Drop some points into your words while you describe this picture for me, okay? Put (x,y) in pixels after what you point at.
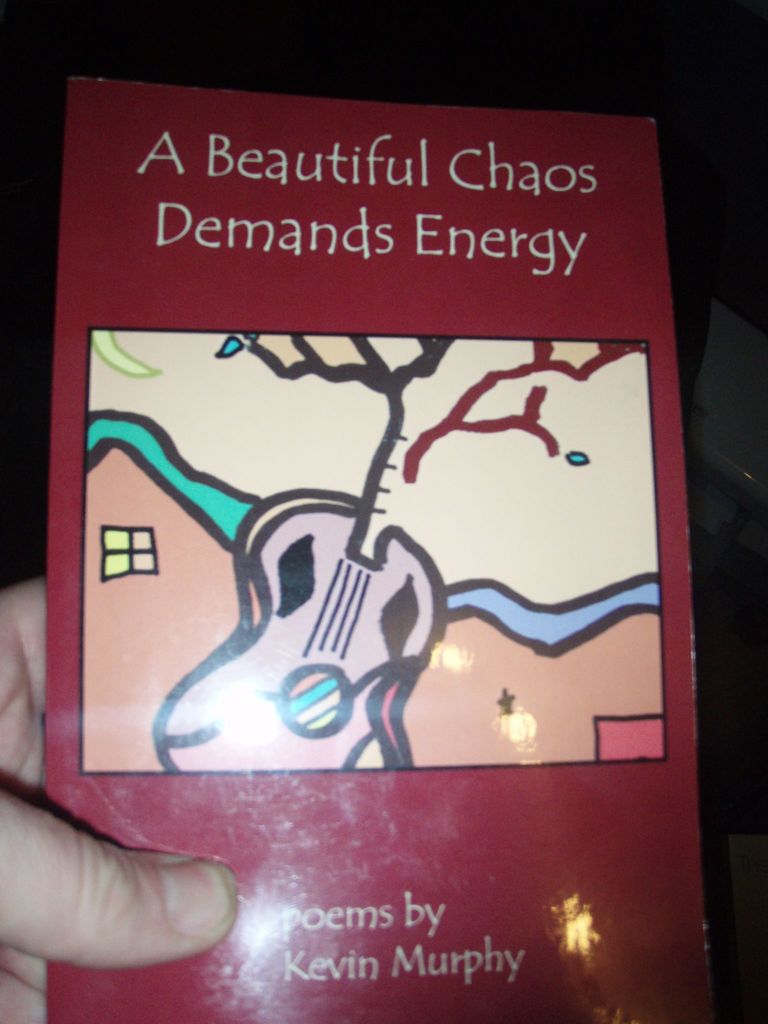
In this picture I can see a person's hand (18,593) holding a red color thing (306,349) and I see something is written on it and I can see the drawing (338,487) on it. I see that it is dark in the background (689,126).
